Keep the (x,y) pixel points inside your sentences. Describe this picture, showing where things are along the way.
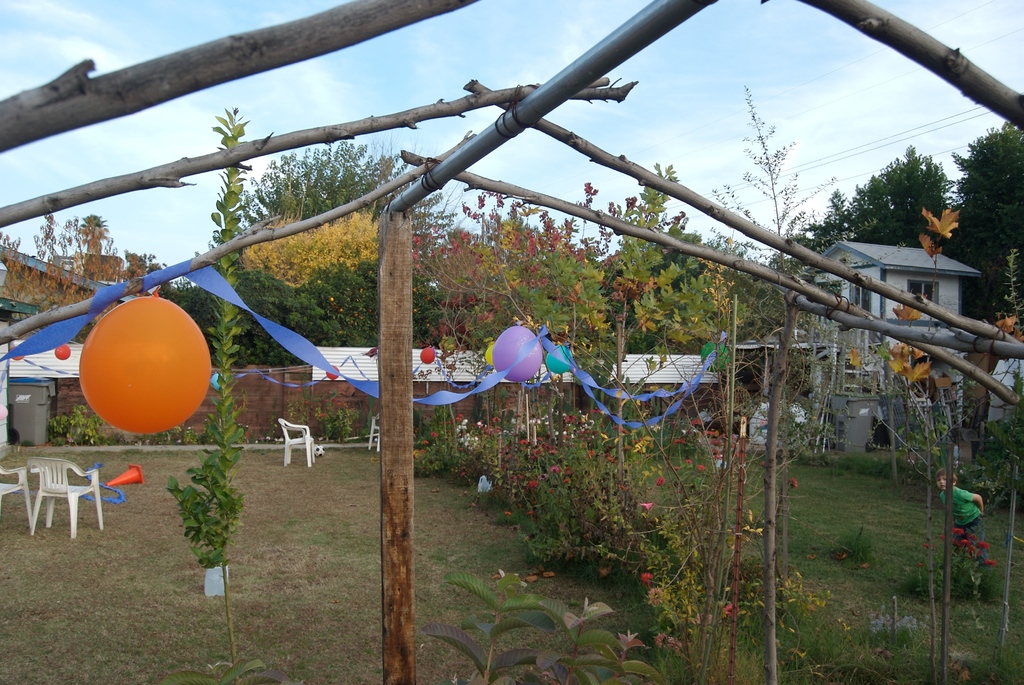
In the front of the image (507,345) we can see a rod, branches (80,307), decorative ribbons (600,389), balloons (98,347), boy (976,524) and plants (589,562). In the background (139,475) there are houses (929,270), walls (256,379), chairs (3,492), traffic cone (125,477), shade (346,363), trees (662,329), plants (544,431), cloudy sky (610,131) and things (843,419).
